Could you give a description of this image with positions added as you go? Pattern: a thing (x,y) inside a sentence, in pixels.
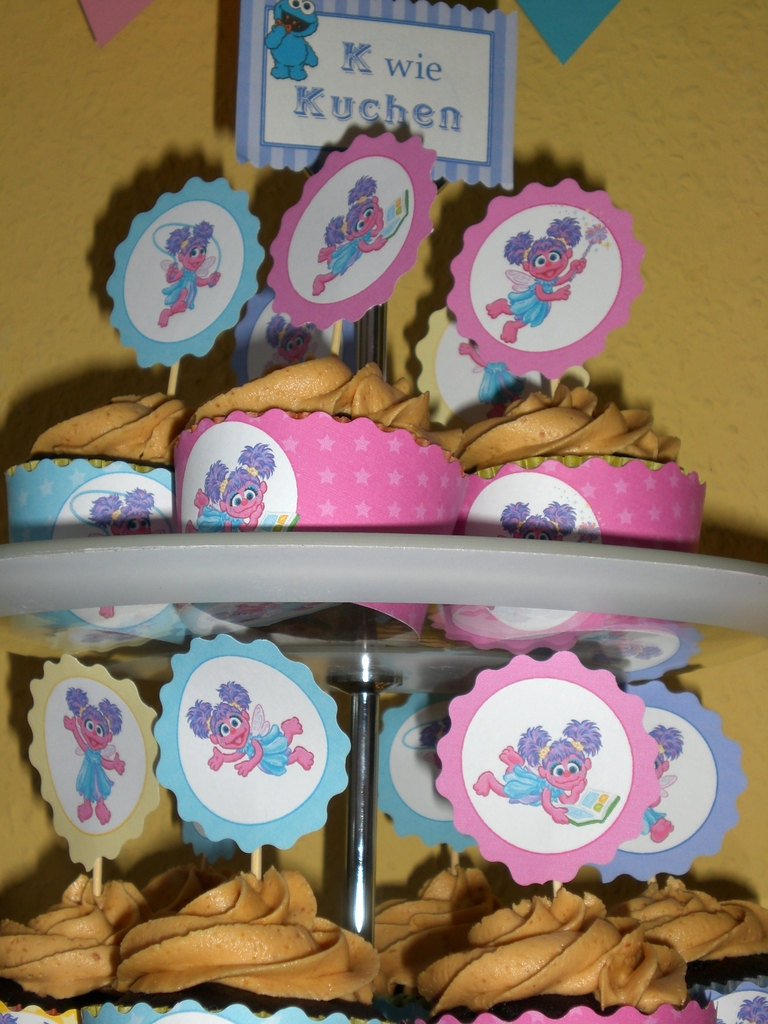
In this picture we can see food (303,417) and metal rods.
